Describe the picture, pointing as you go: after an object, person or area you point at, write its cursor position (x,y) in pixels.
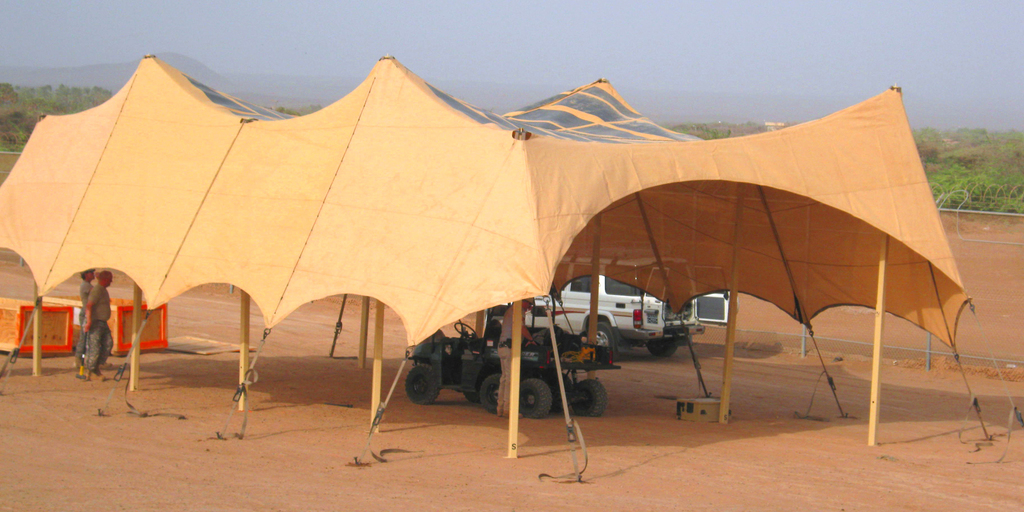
In this image there is tent (517,251) under the tent (561,226) there is vehicle (413,378) and two men (109,319) are standing, outside the tent (895,205) there are two boxes (68,324) and a car (641,324), in the background (1013,238) there is fencing (11,148) and outside the fencing (1,159) there are trees (953,147) and cloudy sky (697,66).
